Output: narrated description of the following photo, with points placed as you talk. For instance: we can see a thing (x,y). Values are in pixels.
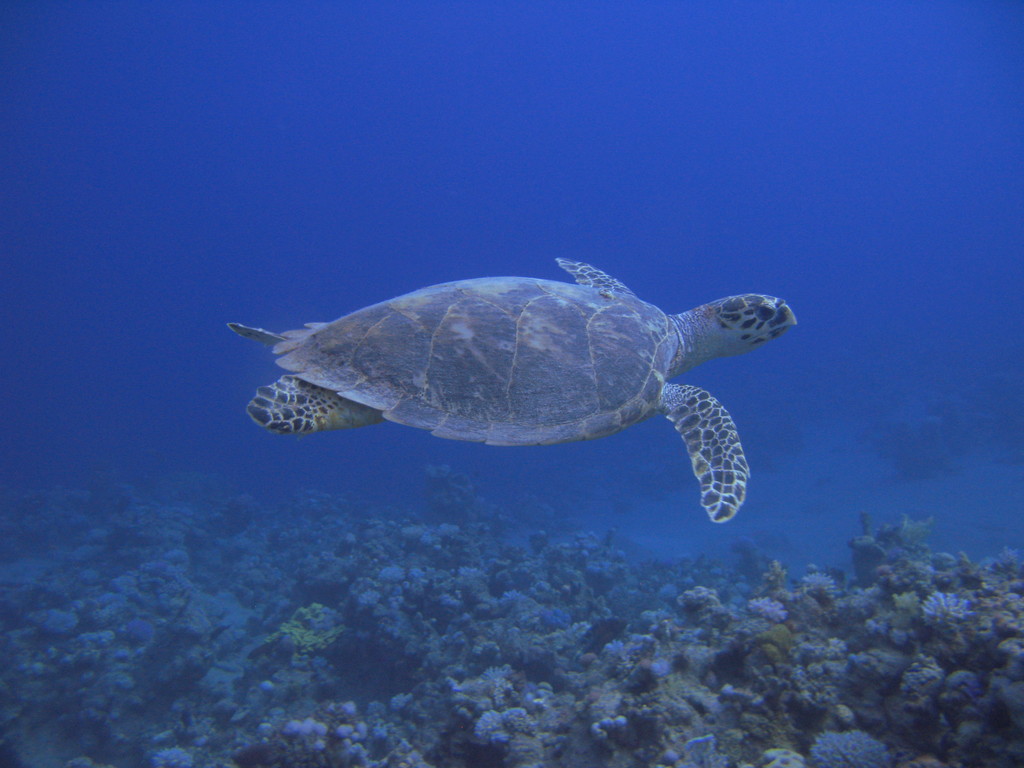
This image is taken in the sea (529,265). At the bottom of the image (188,650) there are many coral reefs (664,630) in the water (843,556). In the middle of the image (560,430) there is a turtle (543,353) in the sea (376,263).
